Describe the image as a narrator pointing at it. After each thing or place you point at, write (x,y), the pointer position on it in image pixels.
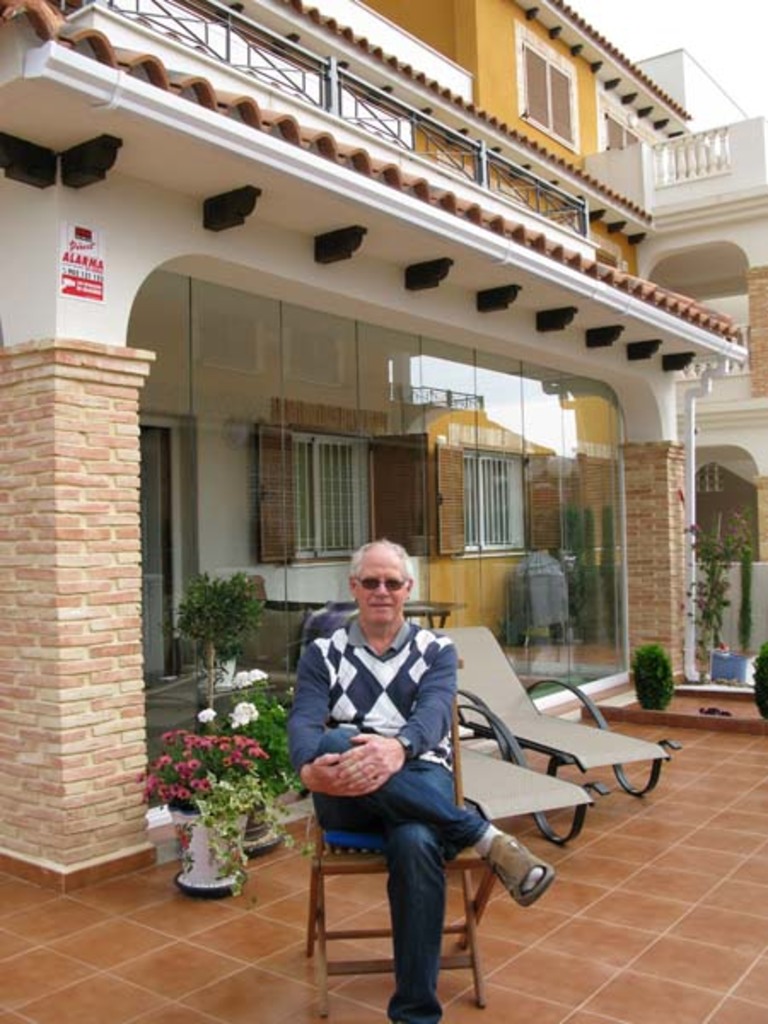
This image is taken outdoors. At the bottom of the image (500,963) there is a floor (595,990). In the background (446,220) there are two houses (650,201). There are a few plants (227,783) in the pots (200,839). There is a poster (78,268) on the wall (50,255). There are two pillars (662,581). In the middle of the image (401,645) there are two resting chairs (519,747) and a man (380,710) is sitting on the chair (455,963).
